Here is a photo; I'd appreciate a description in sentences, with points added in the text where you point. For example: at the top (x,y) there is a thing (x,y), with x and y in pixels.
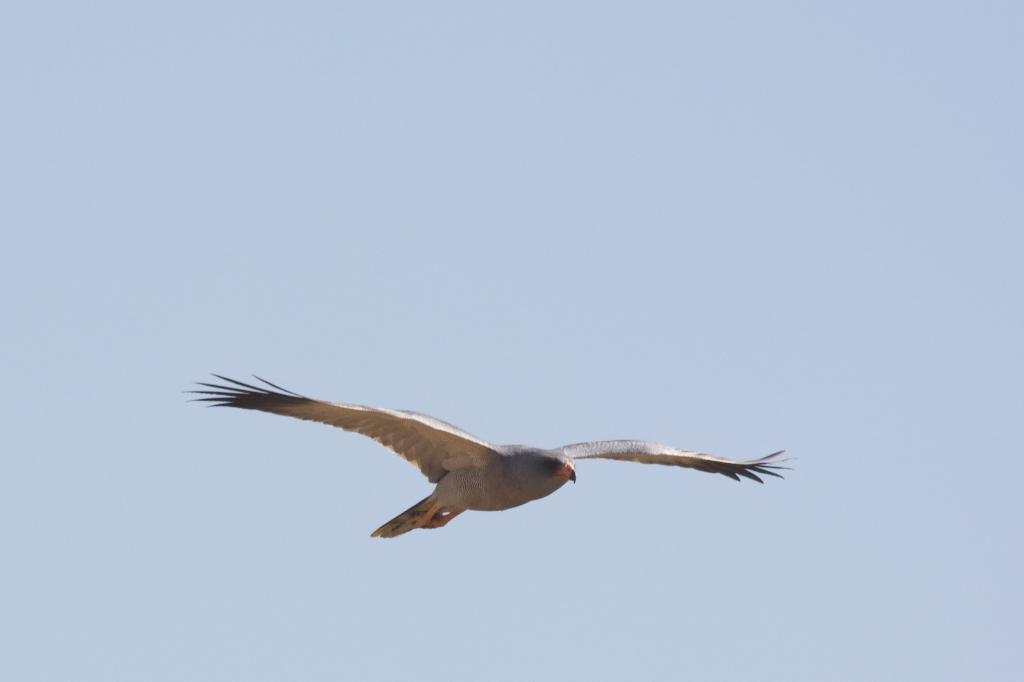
In this image, I can see an eagle (499,473) flying. I think this is the sky (779,296), which is light blue in color.
